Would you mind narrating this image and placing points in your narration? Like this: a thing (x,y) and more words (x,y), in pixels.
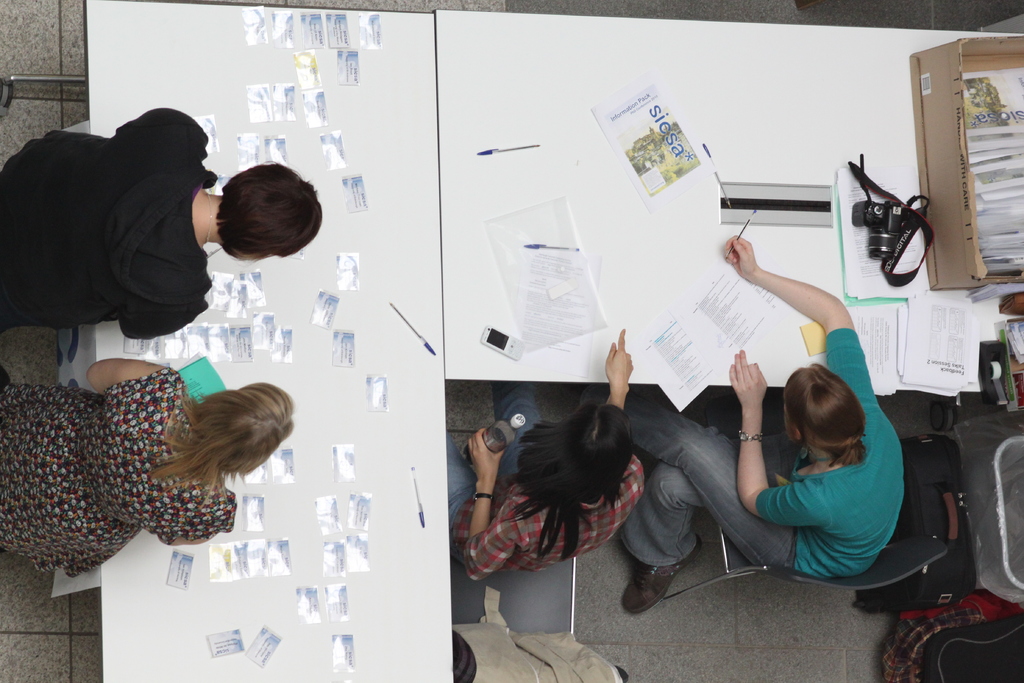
In this image on the table (325,358) there are pens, papers (561,301), a mobile phone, camera (893,210) and some other objects (939,134), beside the table (419,232) there are two women (218,434) standing and two other women (860,378) are sitting in chairs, behind them there are some other objects (932,521).
